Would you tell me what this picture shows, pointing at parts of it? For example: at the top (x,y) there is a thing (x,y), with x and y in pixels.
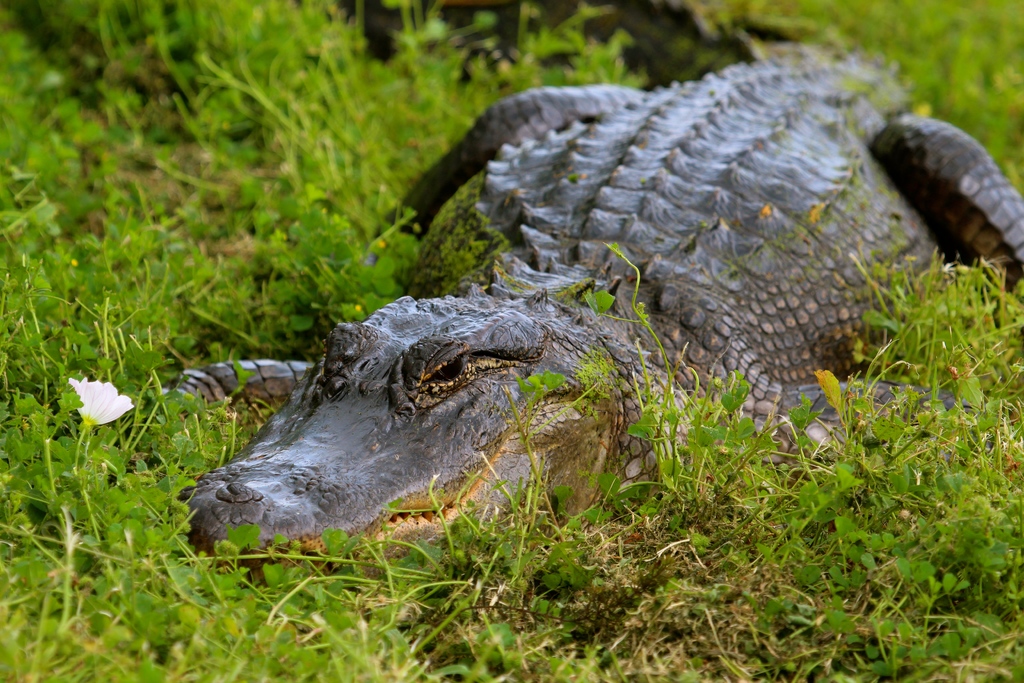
In the image we can see a crocodile (553,341), grass (653,422) and a flower (93,403), white in color.
